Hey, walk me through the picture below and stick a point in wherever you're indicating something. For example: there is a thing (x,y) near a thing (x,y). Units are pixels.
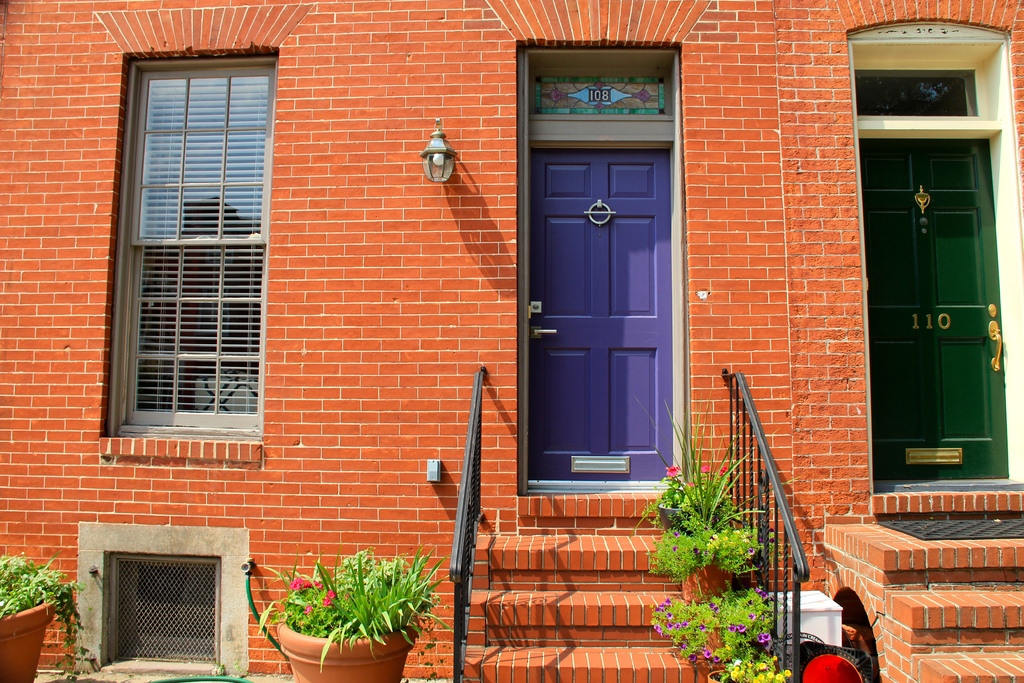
In this picture we can see a building (346,105). In the center (600,387) there is a door (647,202). On the right (969,146) we can see a green color door (982,255). On the left (181,181) we can see window (184,264) and window blind (184,309). On the bottom (616,653) we can see stairs (619,593), dustbin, plants (703,556) and pot (324,628). Here it's a light (436,161).
